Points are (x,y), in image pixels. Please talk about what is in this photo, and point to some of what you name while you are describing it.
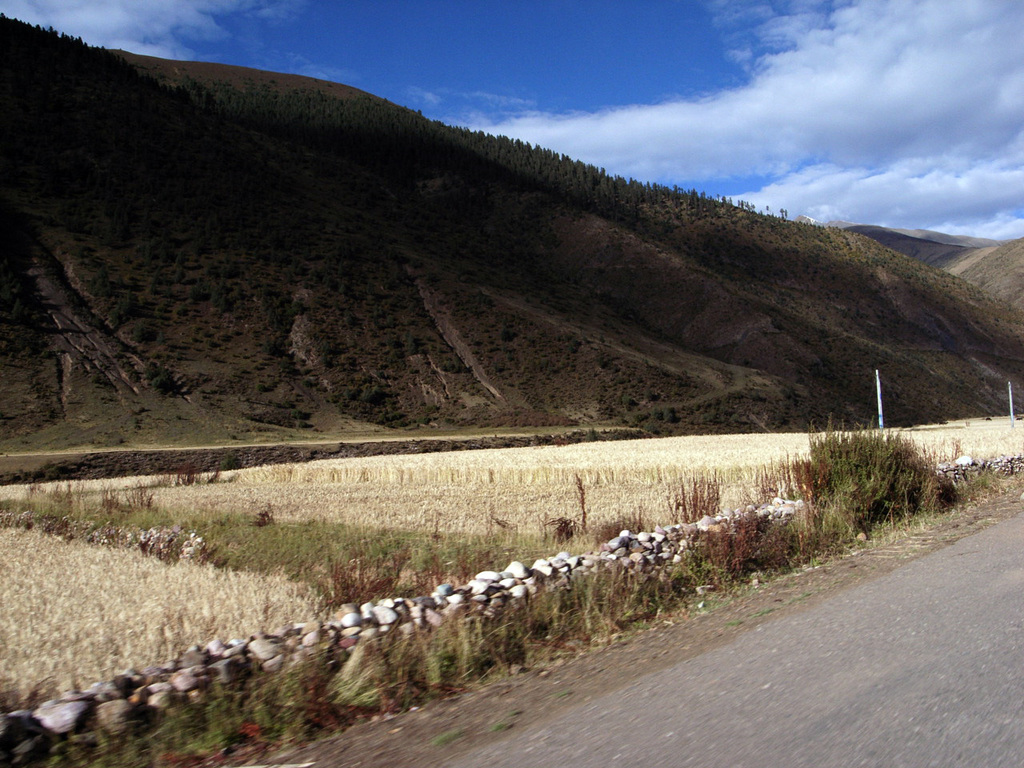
In this image there is a road (881,609), beside that there is a grass (129,571) and also mountains (86,431) filled with trees (852,271). Also there are clouds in the sky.
